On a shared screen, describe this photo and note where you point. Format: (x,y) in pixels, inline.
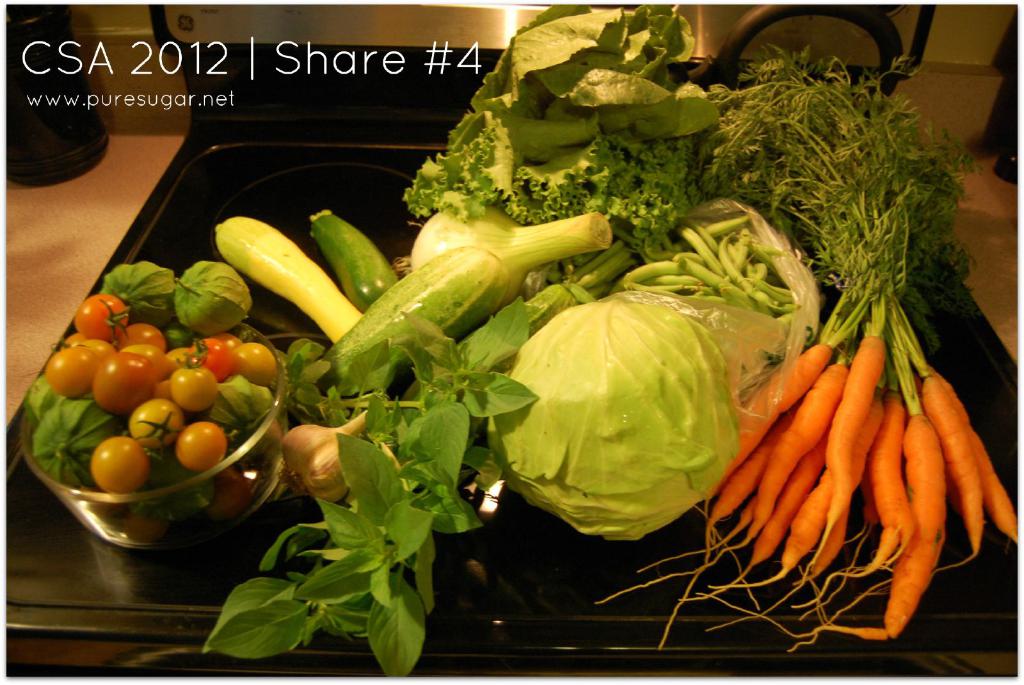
In this image we can see vegetables (499,278) on the black color surface (202,147) and there is some text (479,62) at the top of the image (161,101).
